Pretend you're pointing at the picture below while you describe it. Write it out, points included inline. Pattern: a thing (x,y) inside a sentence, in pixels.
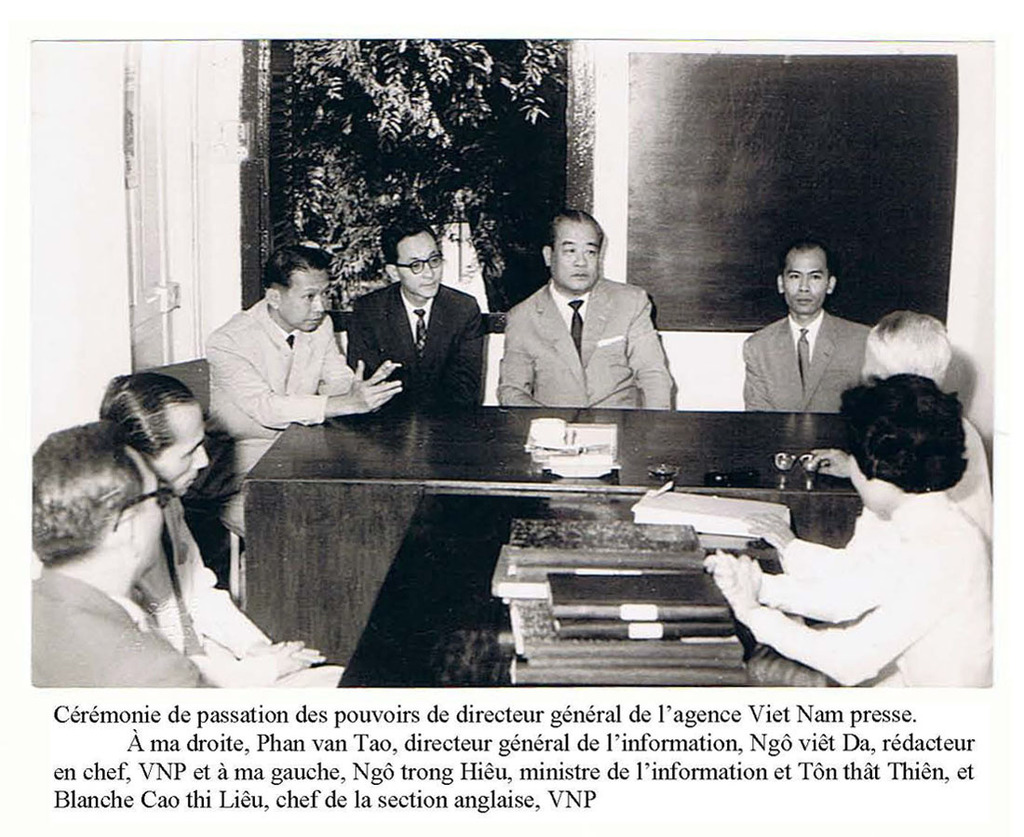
In this picture there are books (568,531) on the table (488,457) in the image and there are people (210,351) those who are sitting around the tables (635,439) and there is a trees (534,112) and window (519,163) in the background area of the image (492,128).
